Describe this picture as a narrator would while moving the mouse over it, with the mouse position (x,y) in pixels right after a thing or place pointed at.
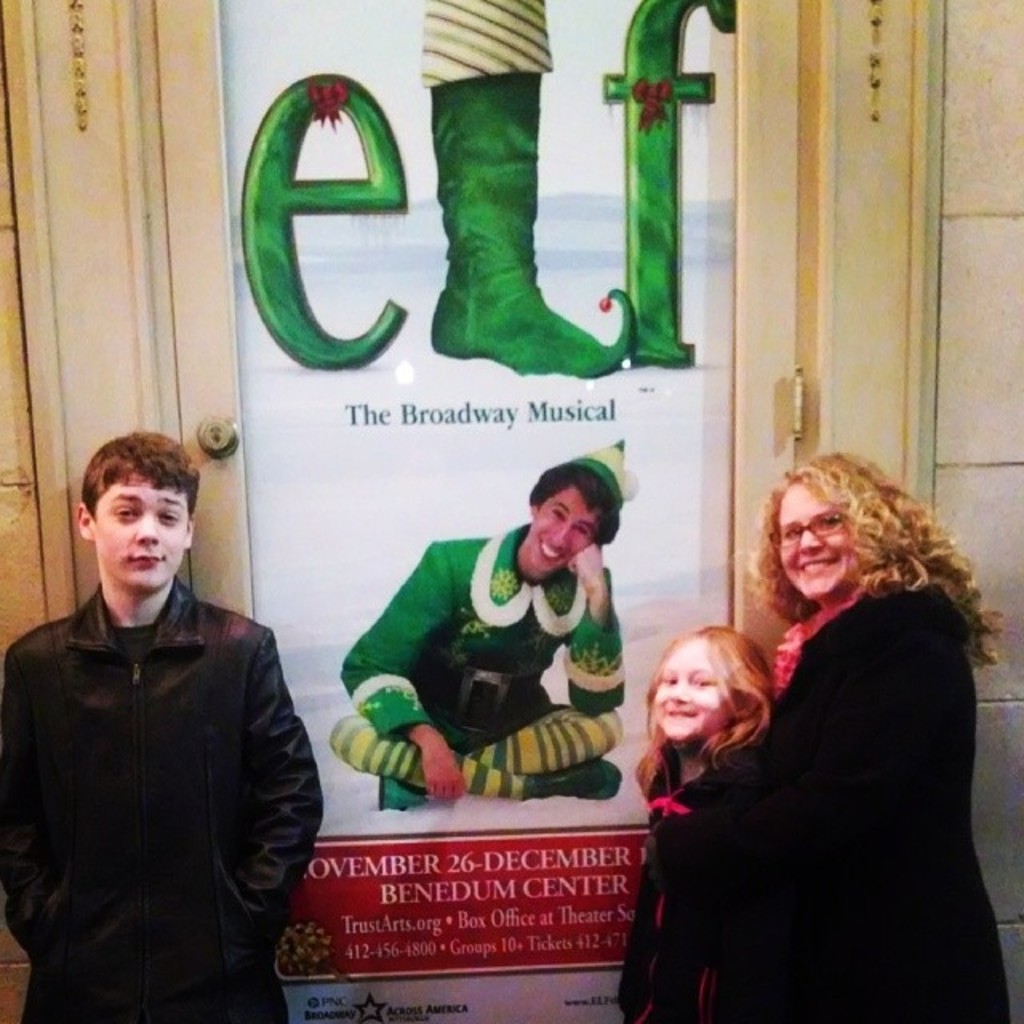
As we can see in the image there is a wall (981,374), door (180,265), banner (485,167) and three people (161,596) wearing black color dresses (79,712).
